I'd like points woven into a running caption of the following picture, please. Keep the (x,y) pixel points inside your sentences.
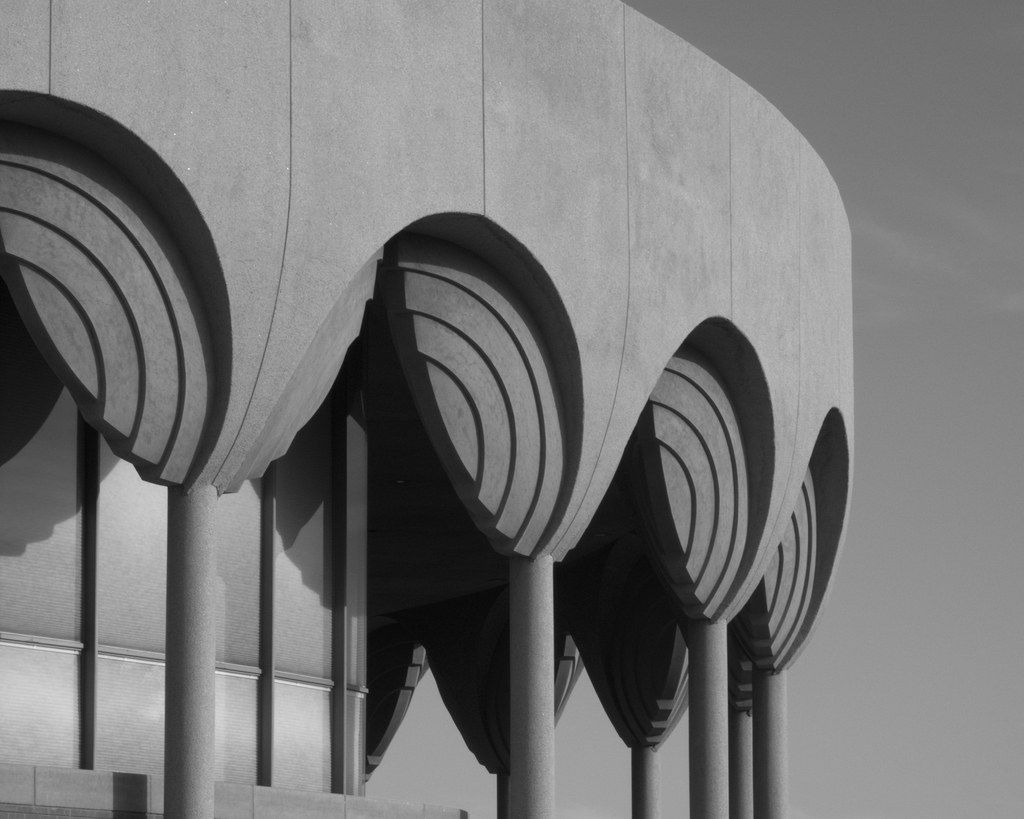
This is a black and white image. In this image we can see building (262,573) with pillars (714,776). In the background of the image (891,204) there is sky (923,585).
